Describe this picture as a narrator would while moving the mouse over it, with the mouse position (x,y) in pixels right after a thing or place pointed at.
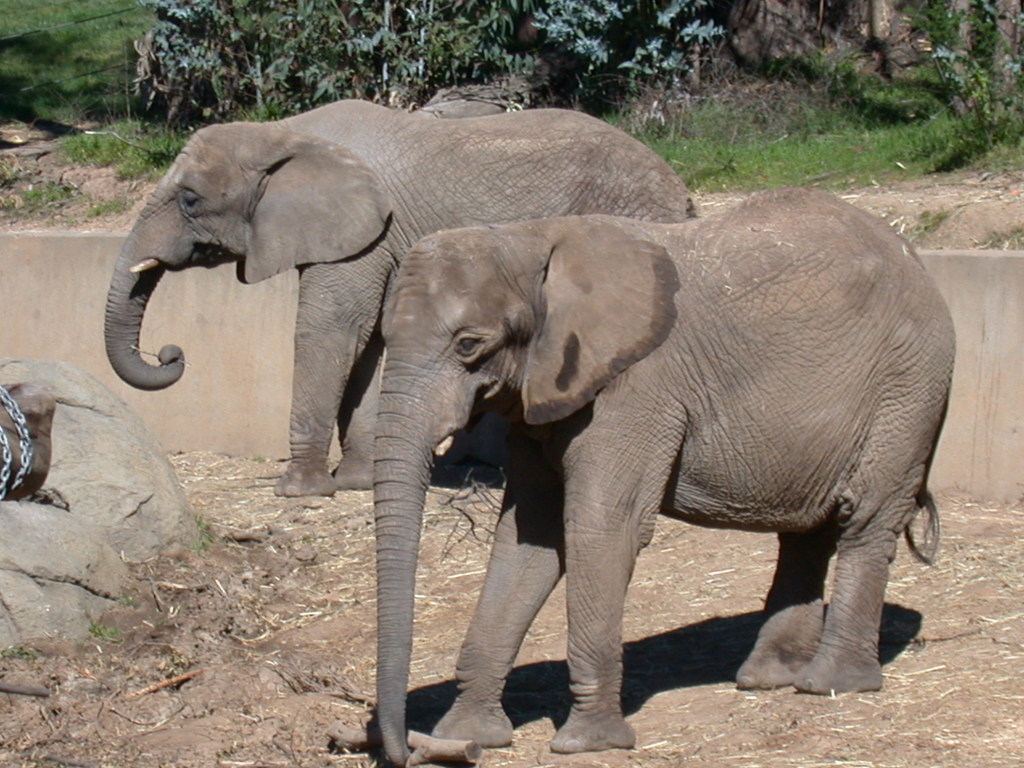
In this picture there are elephants (567,587) on the ground (348,651) and we can see rocks (103,425) and chain (24,417). In the background of the image (783,168) we can see wall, grass (861,142) and plants (621,22).
